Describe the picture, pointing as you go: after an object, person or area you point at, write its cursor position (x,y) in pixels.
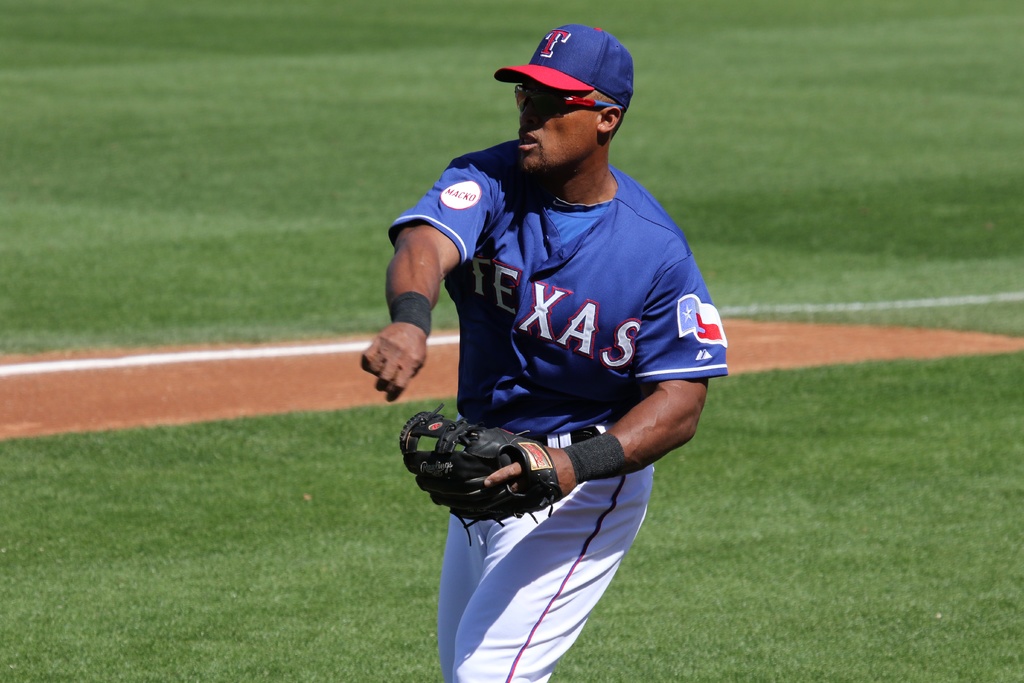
In the center of the image (564,343) we can see a man (528,586). At the bottom (827,650) there is grass (86,603).
